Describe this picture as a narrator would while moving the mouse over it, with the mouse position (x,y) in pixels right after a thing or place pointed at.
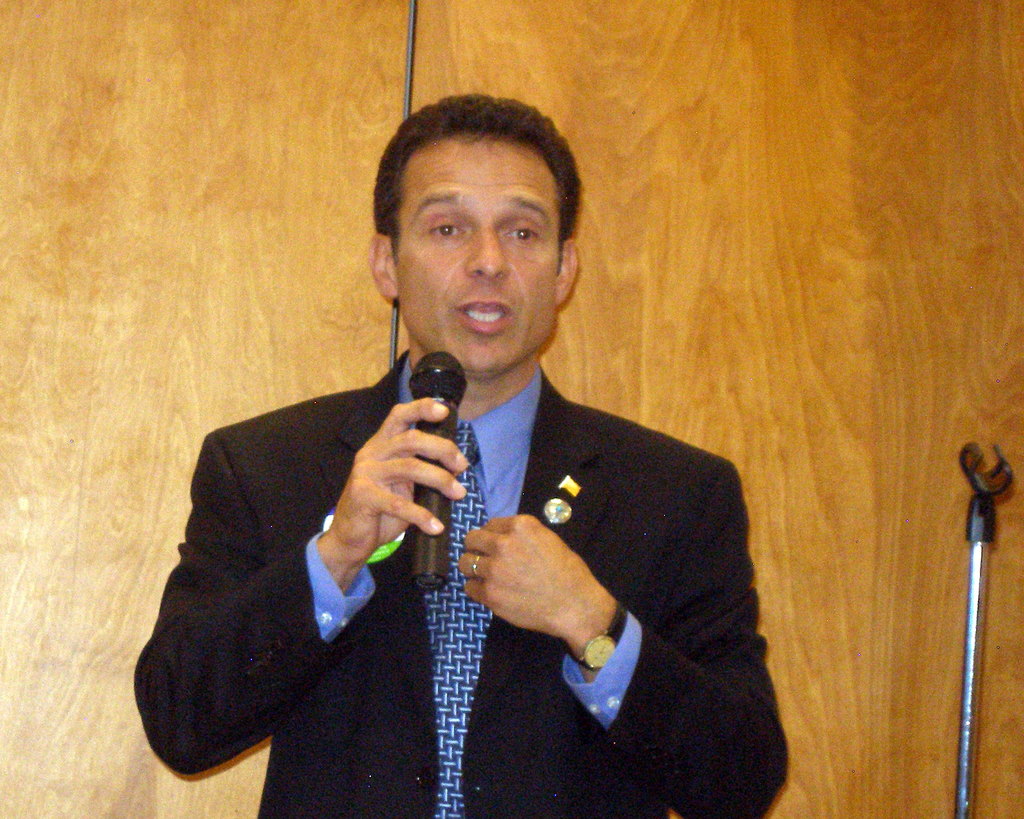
In this image I can see man (514,603), who is wearing a suit (496,778) and he is also wearing a watch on his wrist (572,601) and he is holding a mic (421,420). In the background (693,85) I can see a wall (772,36) which is of brown in color.
